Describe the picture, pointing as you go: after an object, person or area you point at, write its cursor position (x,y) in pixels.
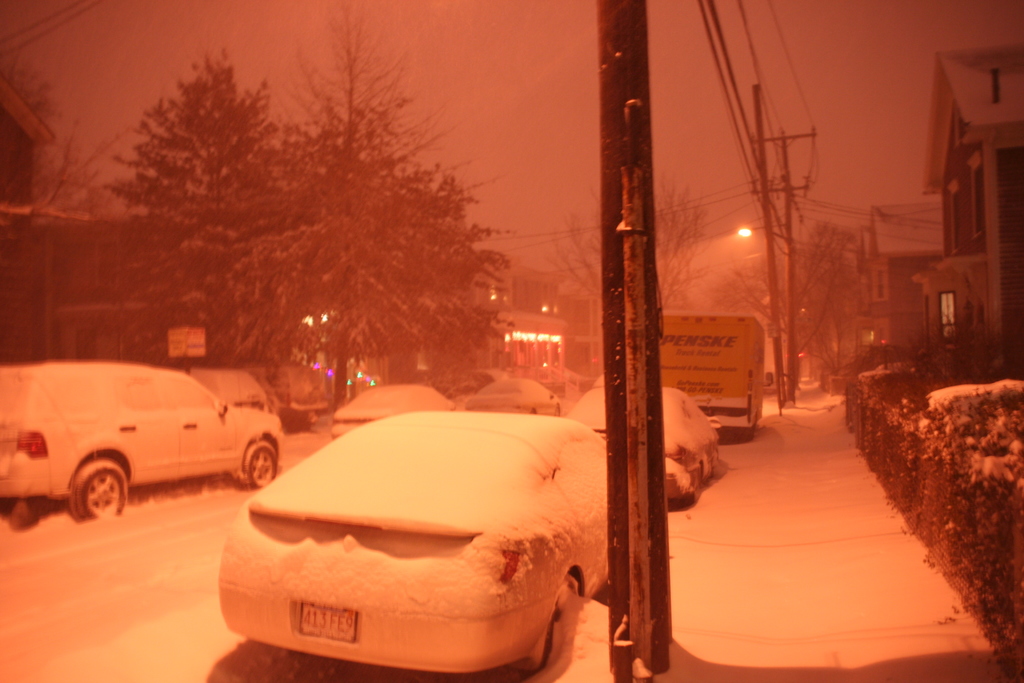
This image consists of many cars (388,468) parked on the road (180,517). And we can see the snow (458,444). In the background (830,269), there are trees (751,274) and poles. On the right (898,298), there are buildings (929,318).
